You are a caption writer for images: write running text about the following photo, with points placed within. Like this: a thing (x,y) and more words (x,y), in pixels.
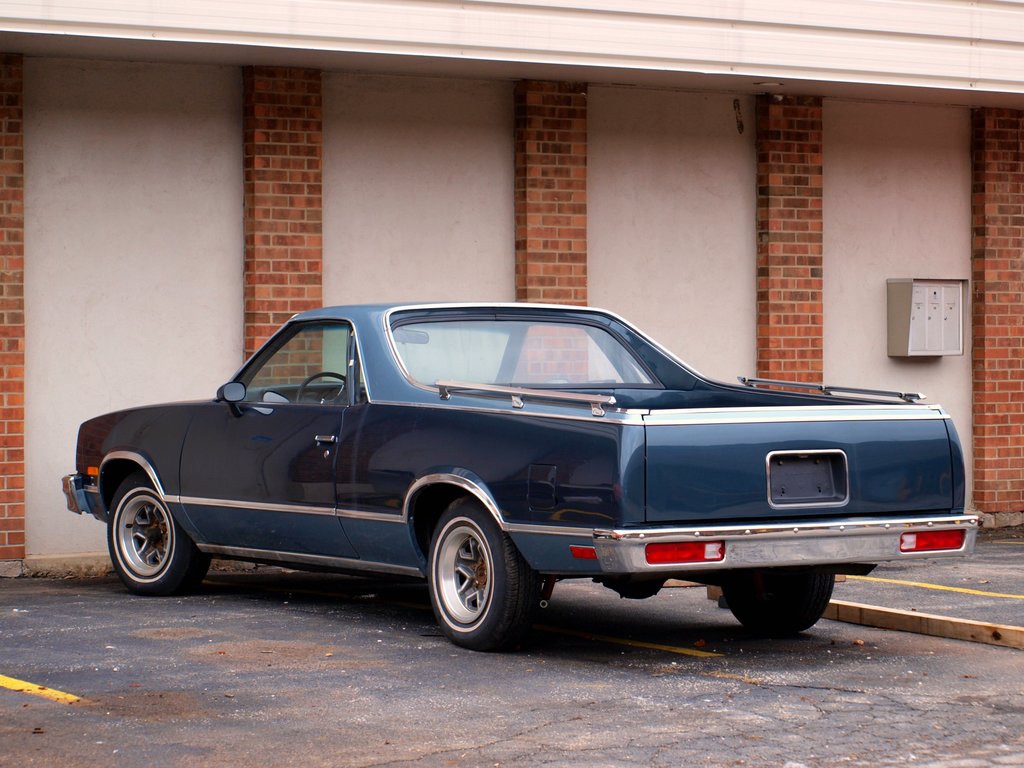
In this image, we can see a vehicle (420,448). We can see the ground (308,746). We can also see the wall (921,273).
